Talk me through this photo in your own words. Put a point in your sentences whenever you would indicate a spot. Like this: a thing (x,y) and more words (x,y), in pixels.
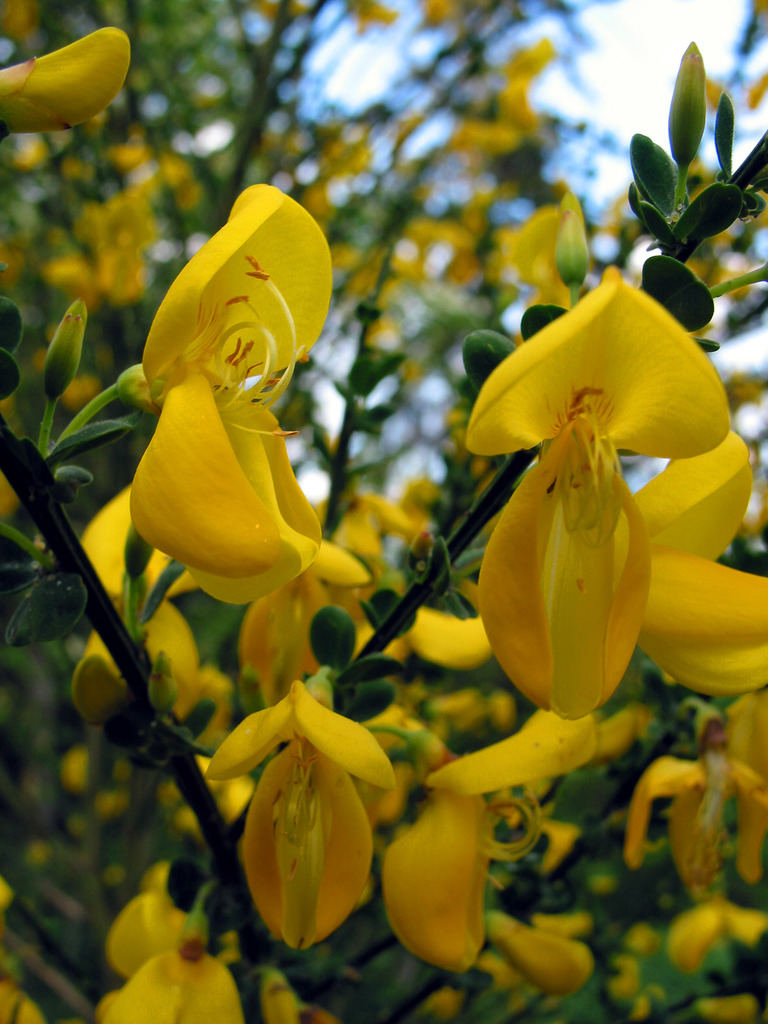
In this image, we can see plants (328,515) with flowers (220,393) and buds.
